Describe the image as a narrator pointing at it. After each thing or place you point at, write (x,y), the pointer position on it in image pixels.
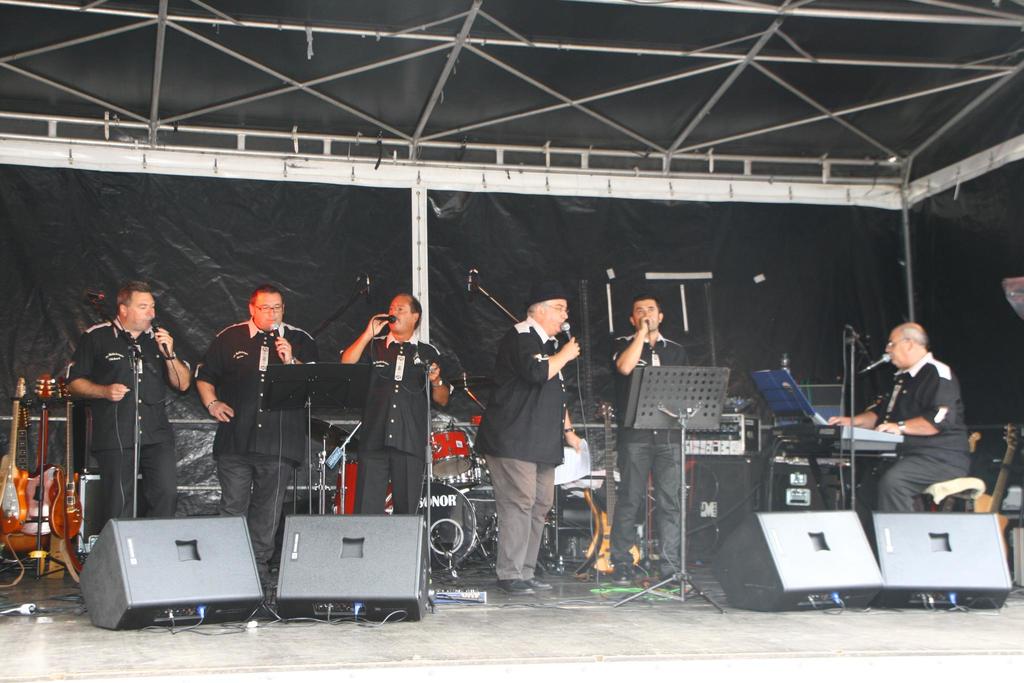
Here we can see a group of persons (258,433) are standing and singing, and holding a microphone (387,322) in their hands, and here is the stand (632,413) and here are the guitars (56,511).
